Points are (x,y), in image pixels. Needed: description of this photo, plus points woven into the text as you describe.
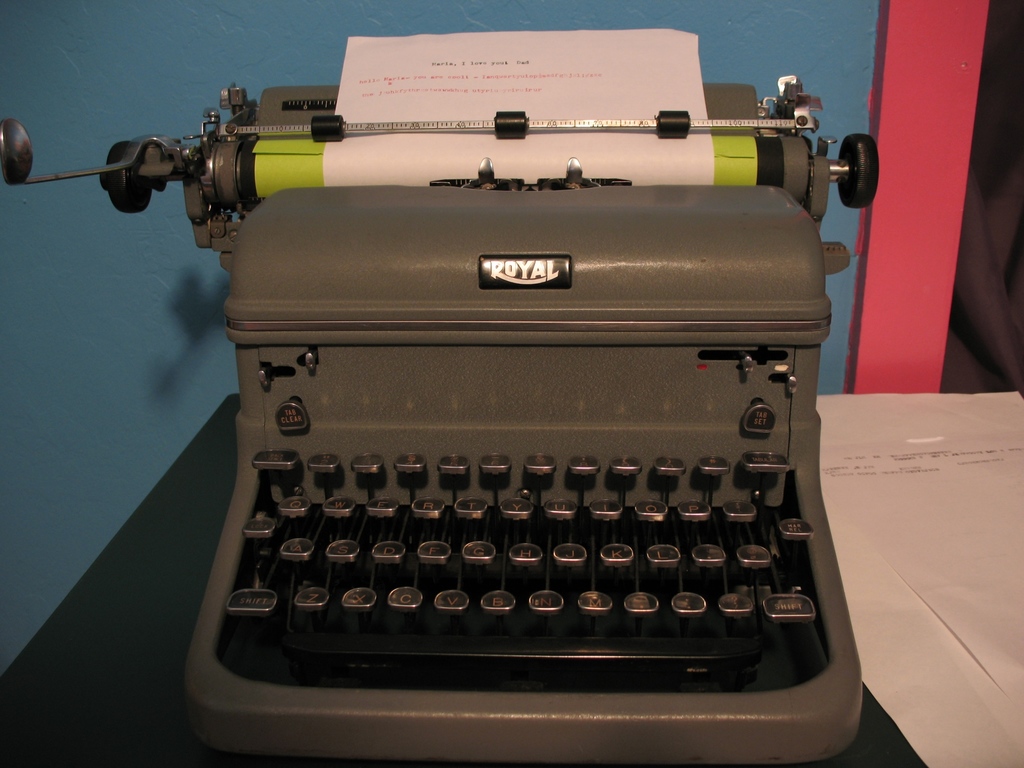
This picture is clicked inside. In the center (367,410) there is a typewriter (599,255) placed on the top of the table (118,634) and there are some papers (930,581) placed on the top of the table (882,735). In the background (863,10) we can see a blue color wall (501,25).
